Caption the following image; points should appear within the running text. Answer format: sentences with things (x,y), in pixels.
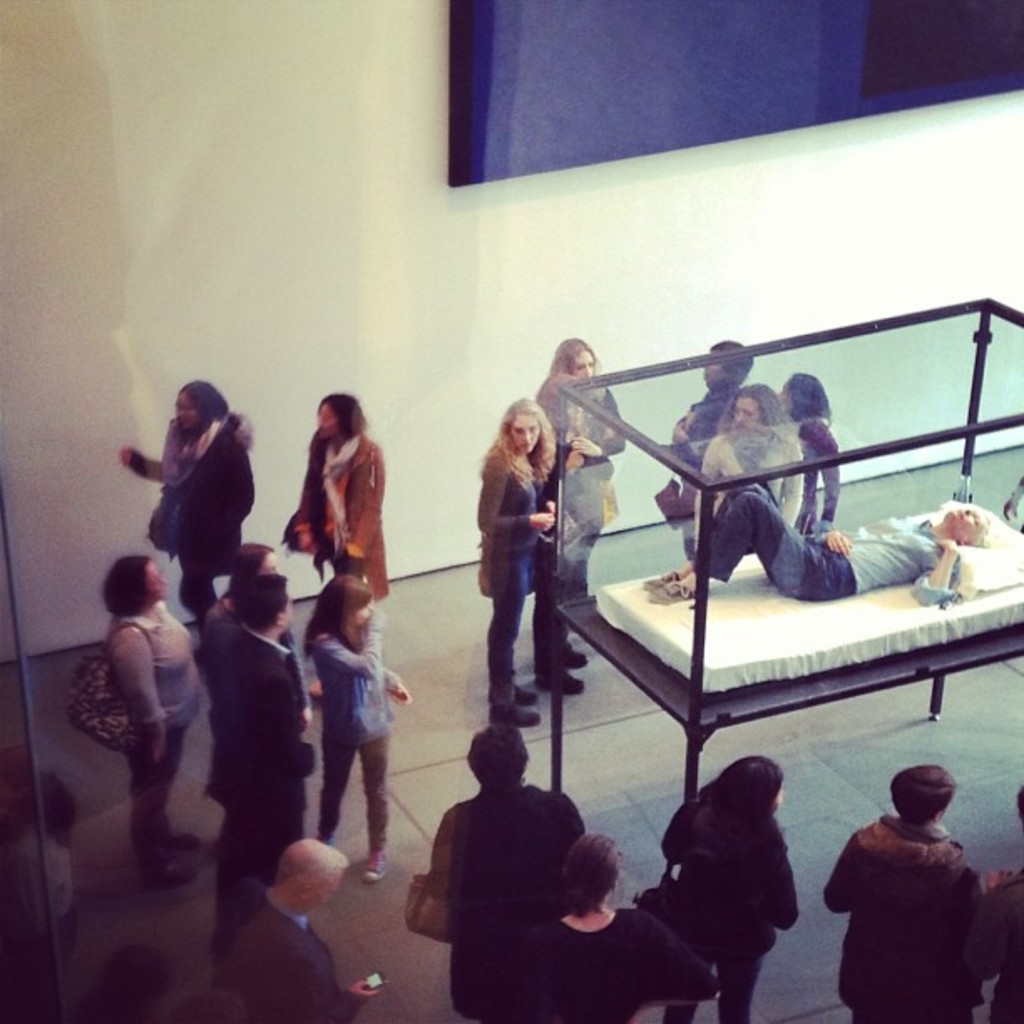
Here in this picture we can see a group of people (234,483) standing on the floor (402,670) and on the right side (863,511) we can see a glass box (735,421), in which we can see a person (814,568) laying on the bed (624,593) present over there and we can see some women (565,683) are carrying handbags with them and beside them on the wall (425,80) we can see something present.
